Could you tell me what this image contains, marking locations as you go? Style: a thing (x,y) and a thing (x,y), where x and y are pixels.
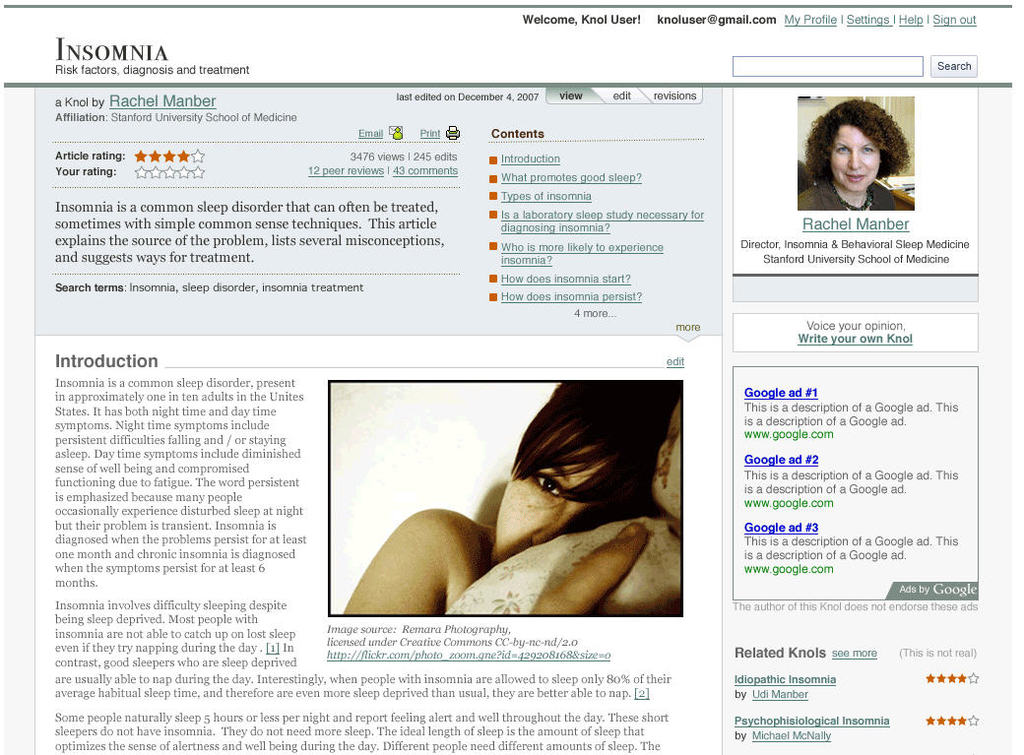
In this image I can see a website page (408,236), where on the top right side (812,177) and in the centre (538,439) I can see two women (555,414). I can also see something is written on this page (52,105).
